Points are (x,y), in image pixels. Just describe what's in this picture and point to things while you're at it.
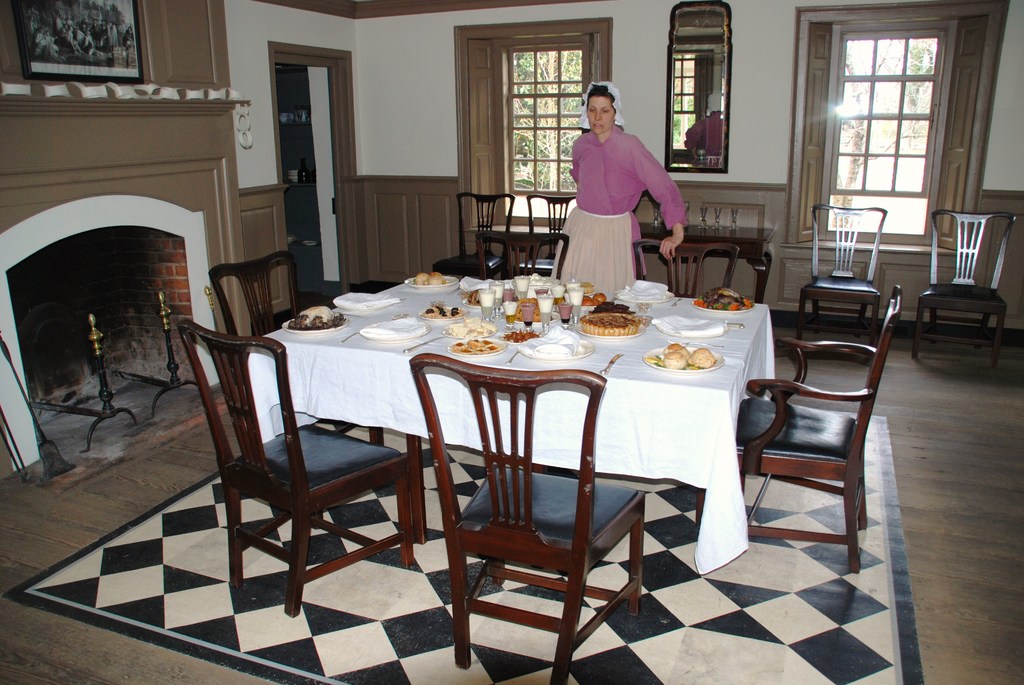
As we can see in the image there is a white color wall (395,84), windows (550,112), mirror (682,110), a woman (604,135) standing over here and there are chairs (898,295) and tables (607,347). On table (533,347) there is a white color cloth (365,349), plate (324,329), tissues (356,298), glasses (573,295), cake (620,318) and food items (587,300).
